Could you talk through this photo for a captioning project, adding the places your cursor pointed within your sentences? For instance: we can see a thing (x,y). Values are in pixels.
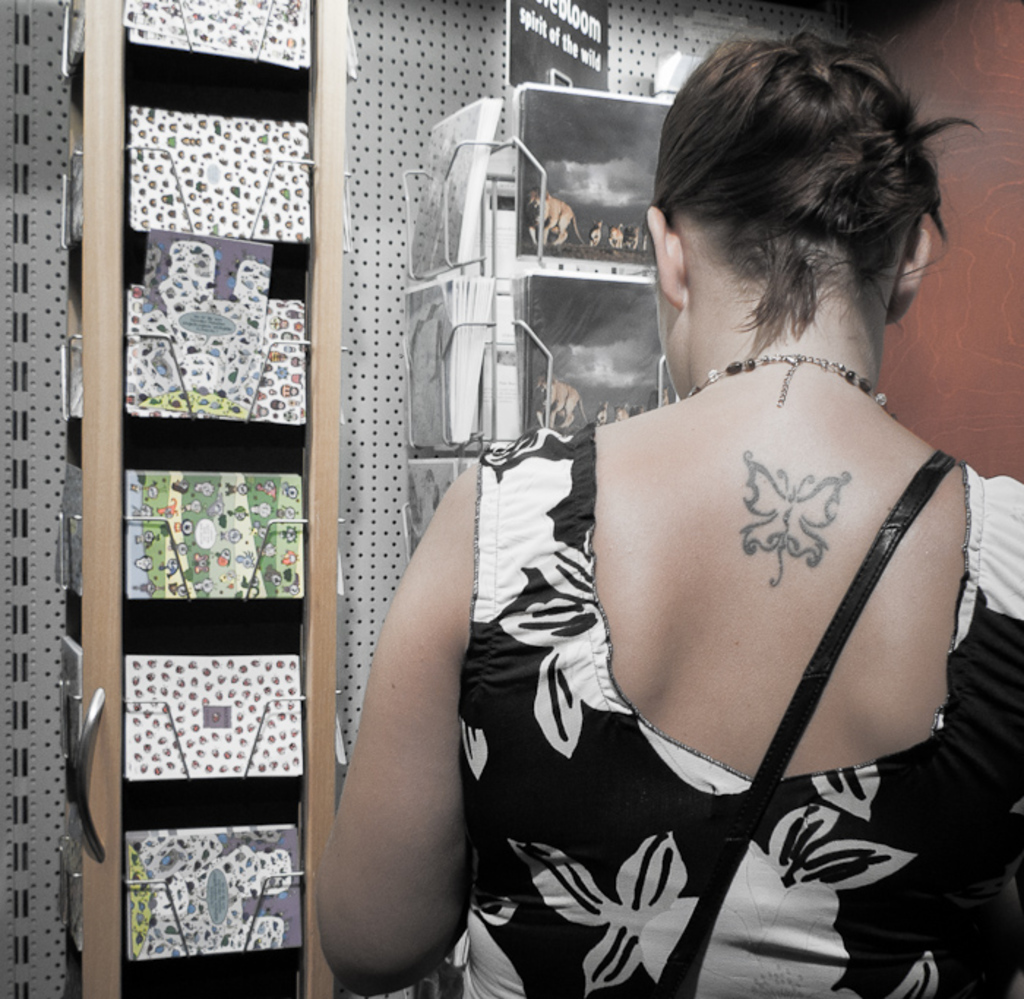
In the picture we can see a backside of the woman (659,488) with a black dress (654,924) and in front of her we can see card racks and behind it, we can see the wall (388,270) which is white in color with holes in it.
